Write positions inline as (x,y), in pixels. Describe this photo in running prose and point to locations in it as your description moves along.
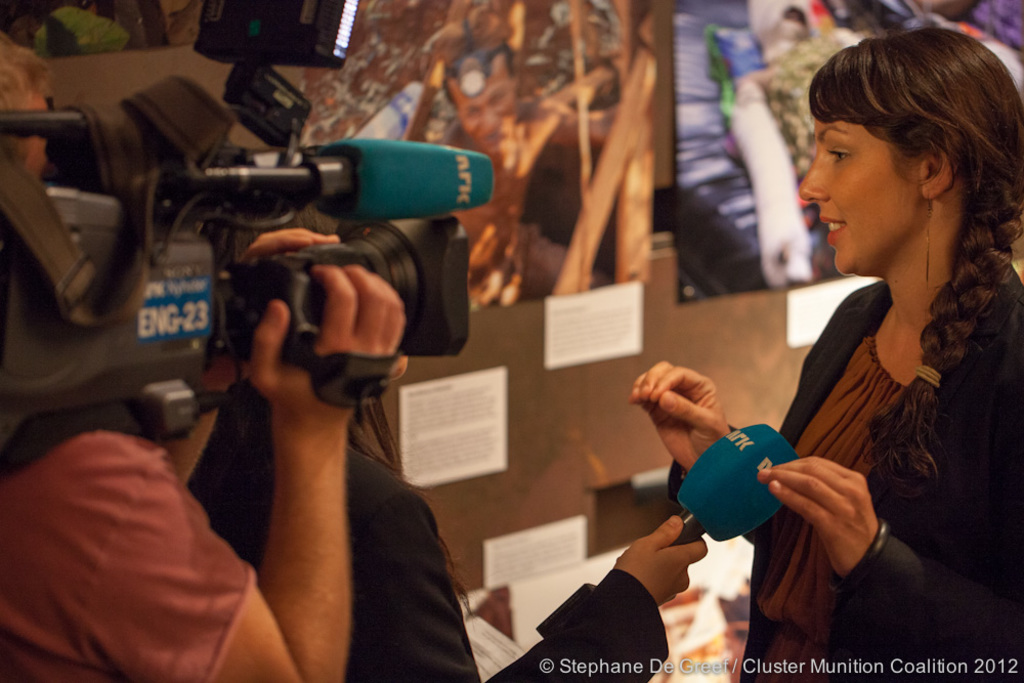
Background (153,40) portion of the picture is blurred. We can see posters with some information (476,456) and few other posters (749,82) with depictions (760,59). On the right side of the picture (1011,637) we can see a woman (890,652) and looks like she is talking. On the left side of the picture (298,635) we can see a person (273,598) holding a camera (270,273). We can see another person (396,498) holding a microphone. In the bottom right corner of the picture (911,674) we can see watermark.
